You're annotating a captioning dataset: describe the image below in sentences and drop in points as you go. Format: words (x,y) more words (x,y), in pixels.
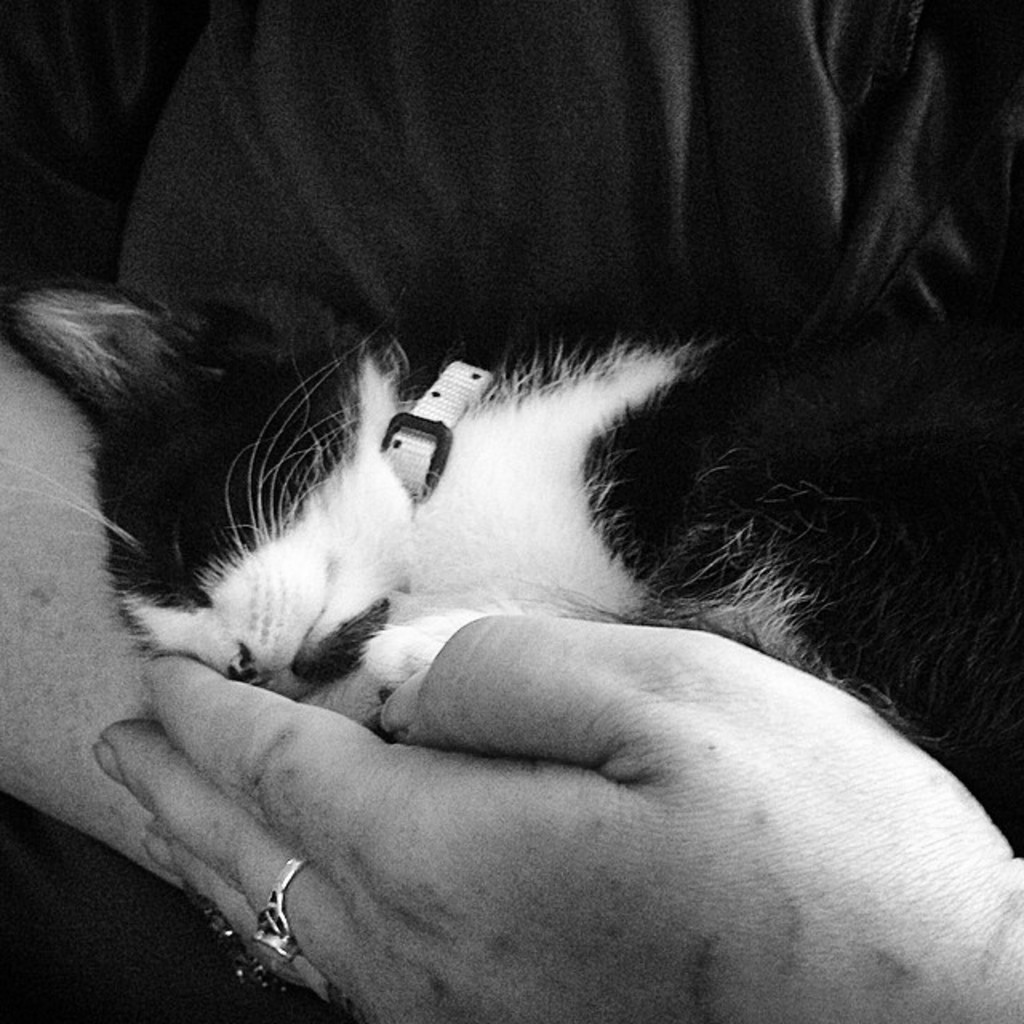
In this image, we can see a person (253,751) holding a kitten (105,405).
